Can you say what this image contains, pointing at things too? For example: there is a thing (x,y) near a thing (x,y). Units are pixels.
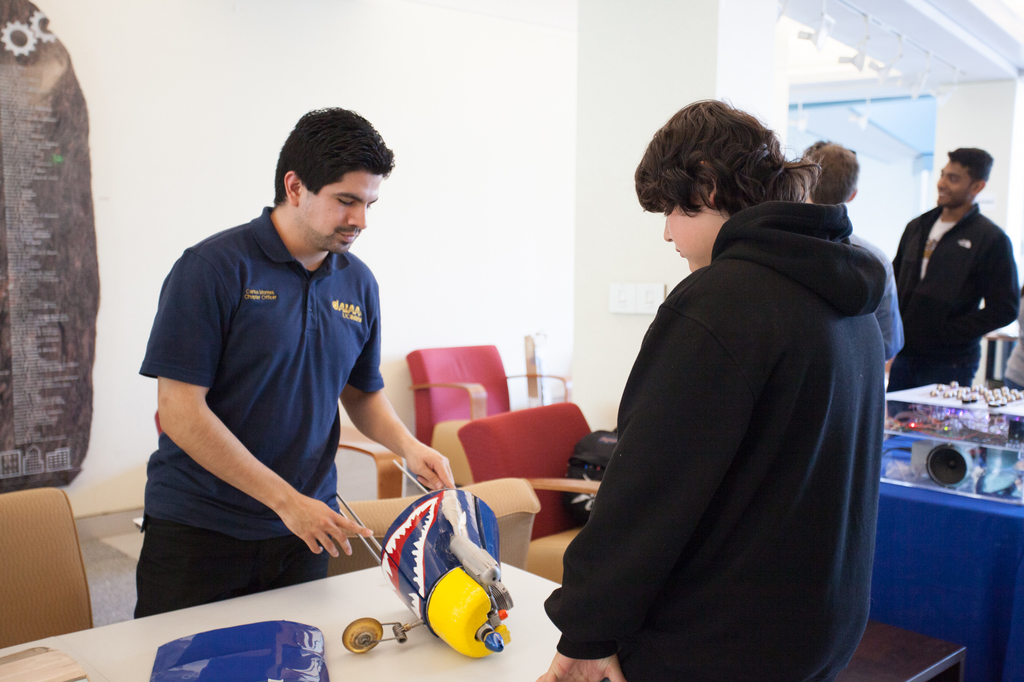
in the background (449,80) we can see the wall (422,80). At the top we can see the lights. In this picture we can see the people (439,488), objects (469,508), chairs (470,480), objects (470,541) on the tables (383,610). We can see a man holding an object (464,523).
